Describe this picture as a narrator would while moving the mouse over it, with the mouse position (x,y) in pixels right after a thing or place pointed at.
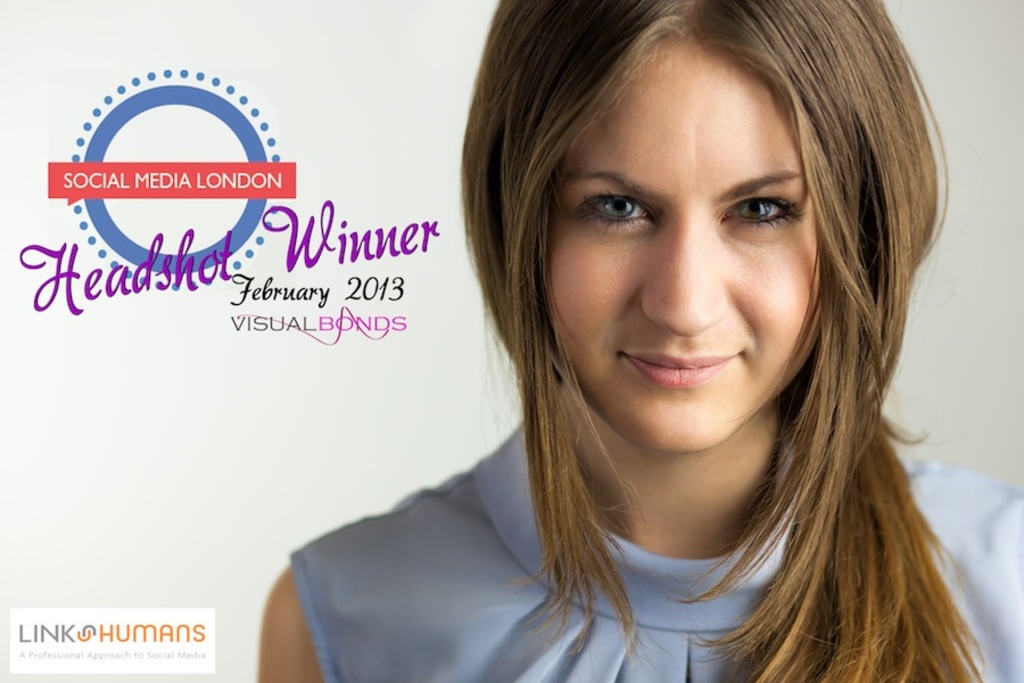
This is a zoomed in picture. On the right (802,152) there is a person (578,555) wearing blue color dress (675,617) and smiling. In the background (379,137) we can see a white color object (156,202) on which we can see the text (320,290) and some numbers (354,289).
